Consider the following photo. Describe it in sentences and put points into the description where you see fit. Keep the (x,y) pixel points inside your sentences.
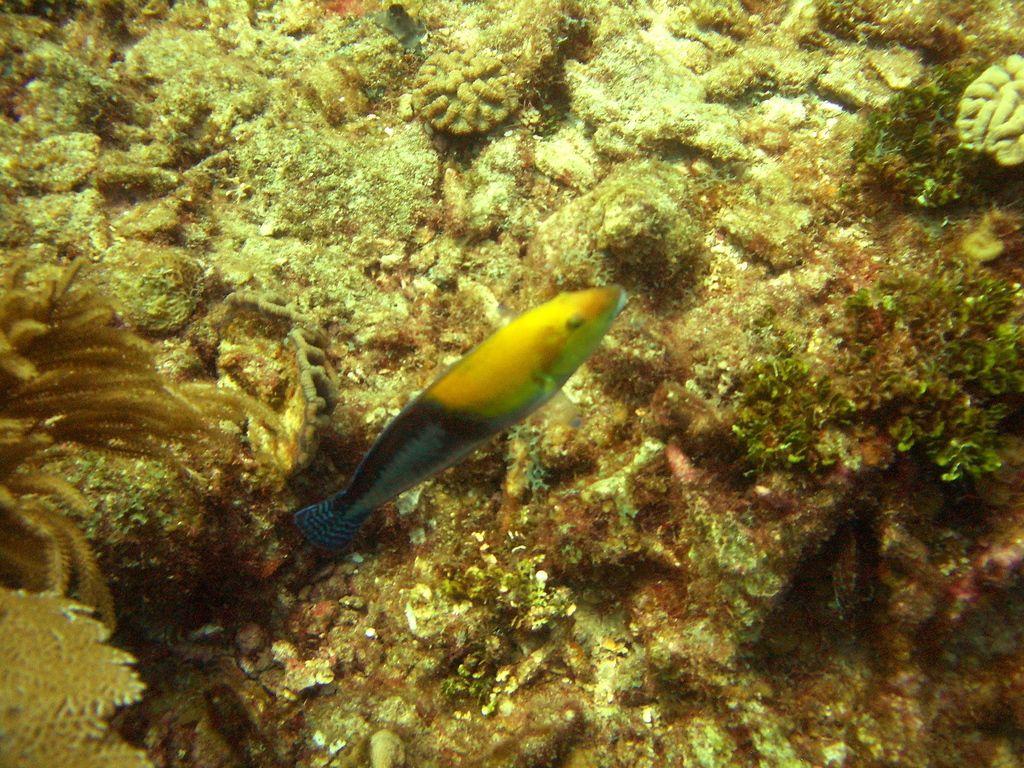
In this image we can see a fish (302,520) in the water (367,559). We can also see a coral reef (198,568).
